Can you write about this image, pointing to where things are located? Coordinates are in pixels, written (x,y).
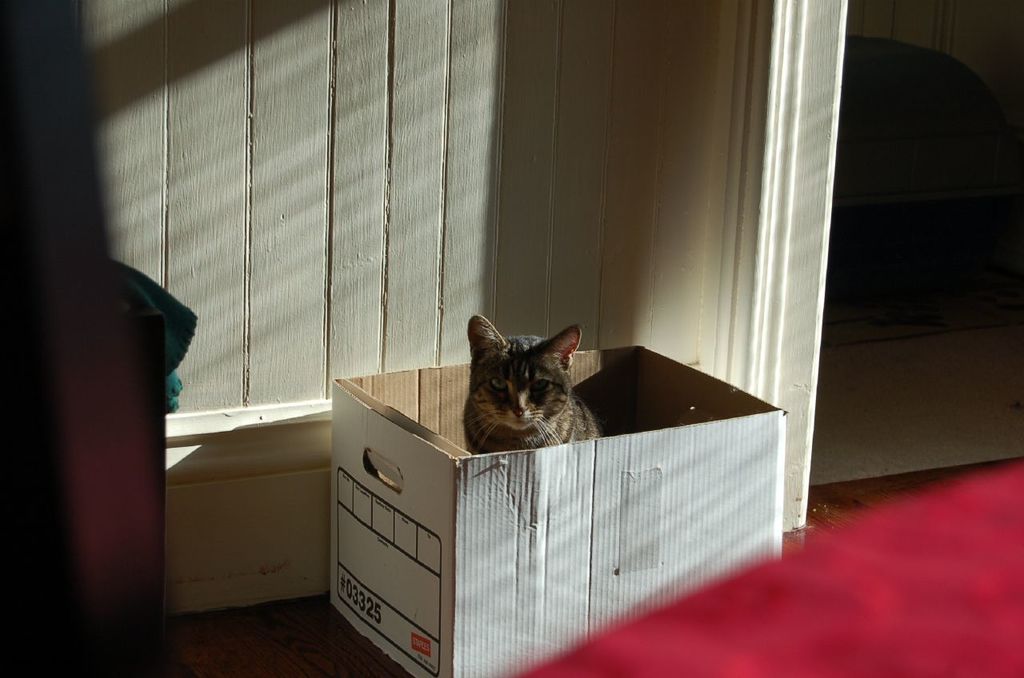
In this image we can see a cat (534,337) in the carton box (454,494) and in the background (423,187) we can see the wall (228,169).
